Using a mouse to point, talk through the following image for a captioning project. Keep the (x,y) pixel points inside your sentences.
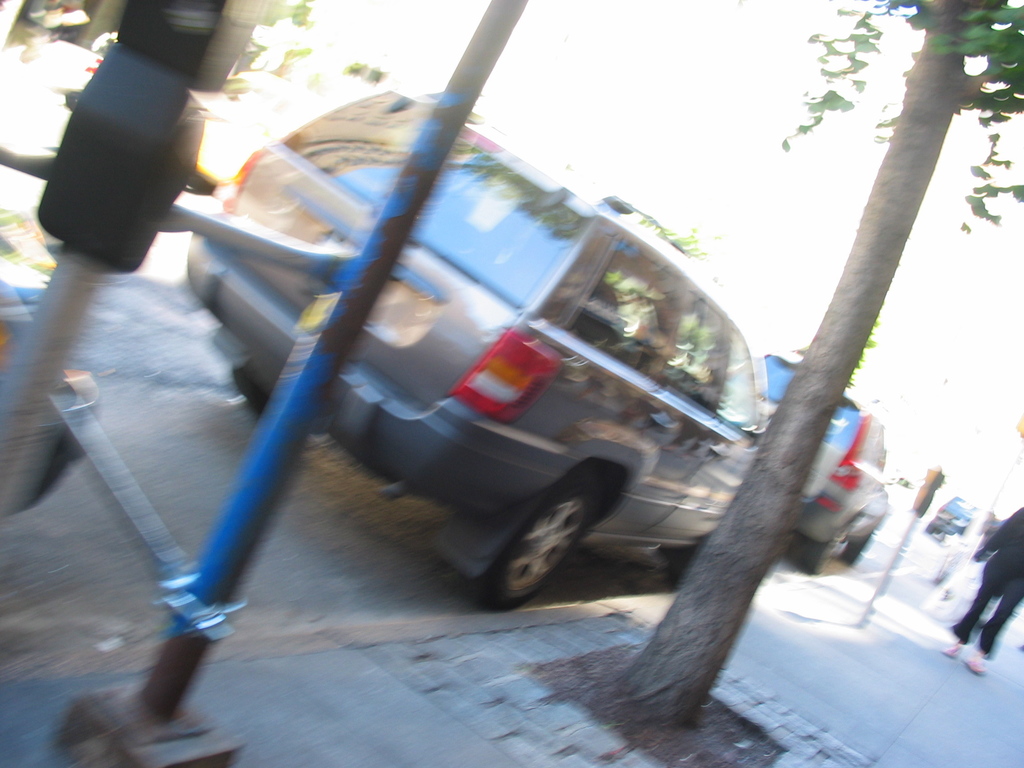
Here in this picture we can see a couple of cars (645,422) present on the road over there and we can see a person (979,561) walking on the side walk (932,627), we can also see parking meters (933,470), trees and a blue pole (198,588) over there.
